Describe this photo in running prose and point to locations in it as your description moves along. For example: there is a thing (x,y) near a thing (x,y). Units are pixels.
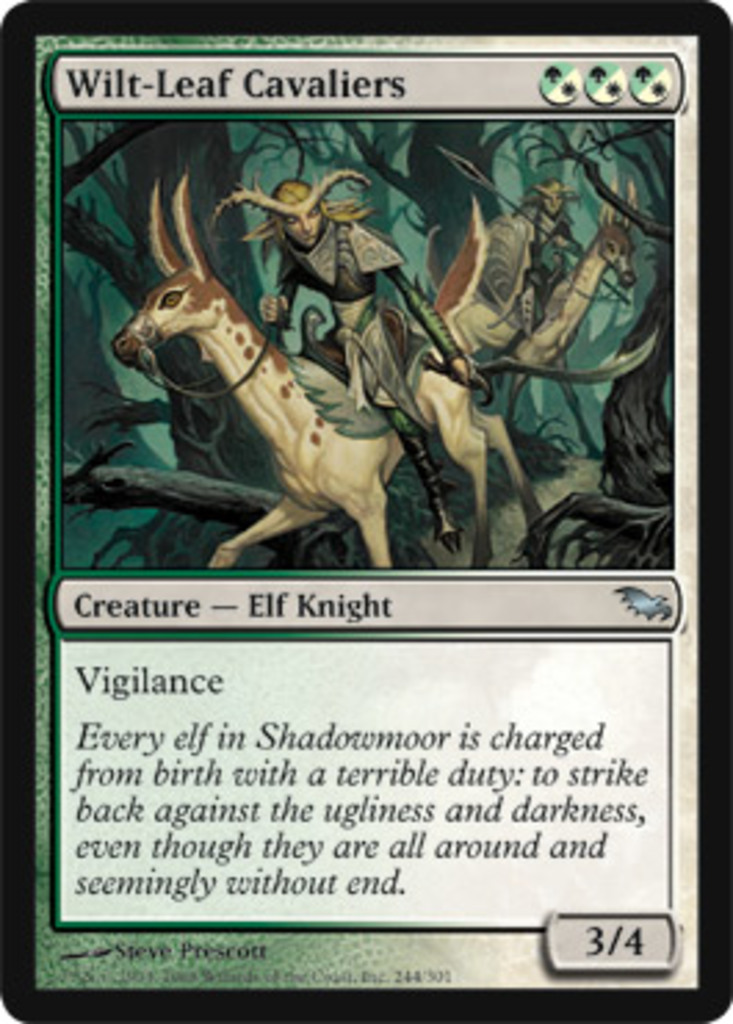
This picture contains the cartoon (482,451) of the elf (366,267) riding an animal (291,483). At the bottom of the picture (324,895), we see some text (334,795) written on the paper (437,923). This picture might be taken from a trading card.
